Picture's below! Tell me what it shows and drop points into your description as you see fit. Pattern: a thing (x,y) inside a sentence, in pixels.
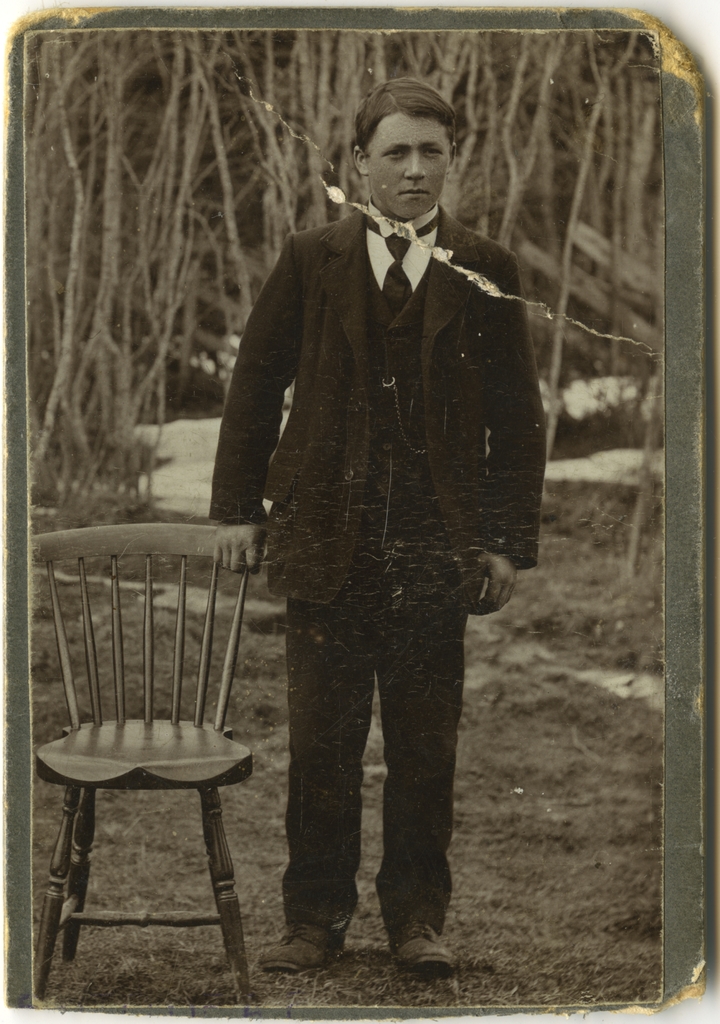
This is a photo. In the photo I can see a man (423,450) is standing and wearing a shirt (420,257), a tie (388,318), a coat (338,520), a pant (355,681) and shoes (411,954). On the left side (68,709) I can see a chair (143,758) and the grass (169,688). In the background (533,216) I can see trees (517,161). This photo is black and white in color.
